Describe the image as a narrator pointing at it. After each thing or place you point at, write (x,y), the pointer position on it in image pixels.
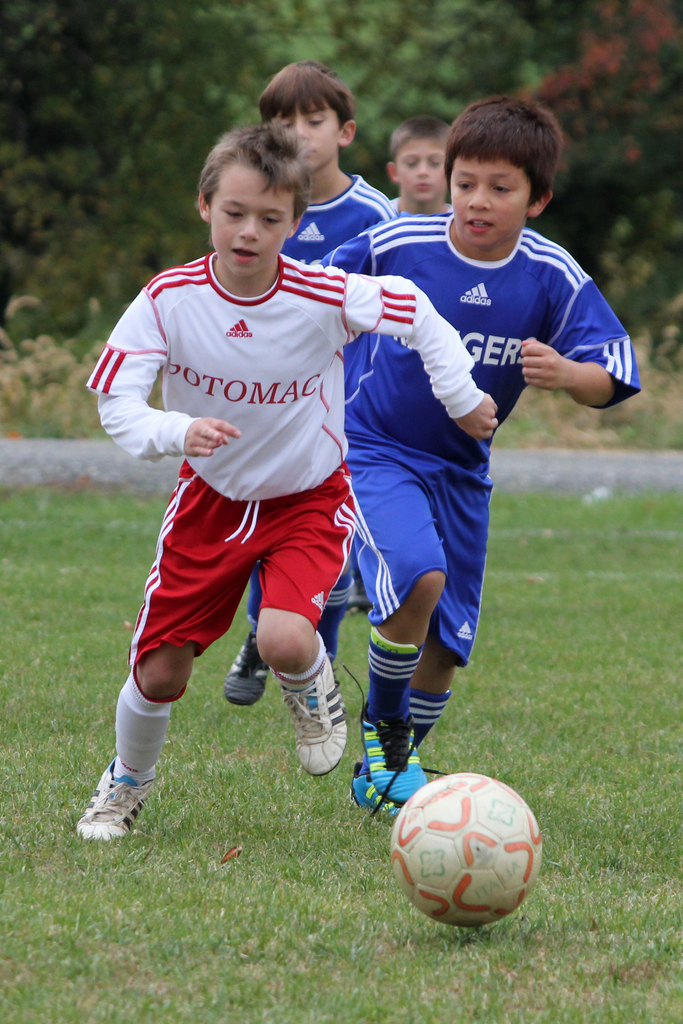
In this image I see 4 boys (361,786) who are on the grass (204,1019) and there is a football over here.
